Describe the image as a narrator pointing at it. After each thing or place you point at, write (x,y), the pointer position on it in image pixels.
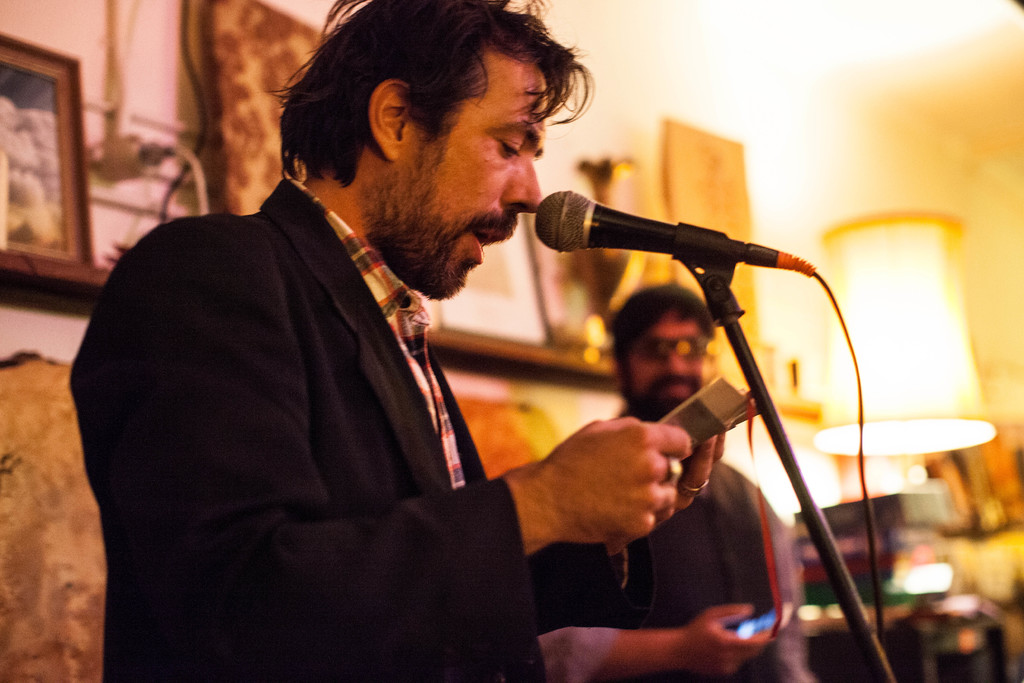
In this image I can see a man (385,483) and I can see he is holding an object (734,398). I can also see a mic (592,232) and in background (629,646) I can see one more person (575,645). I can also see a lamp (881,296), few frames (52,210) and I can see this image is little bit blurry from background (113,181).
